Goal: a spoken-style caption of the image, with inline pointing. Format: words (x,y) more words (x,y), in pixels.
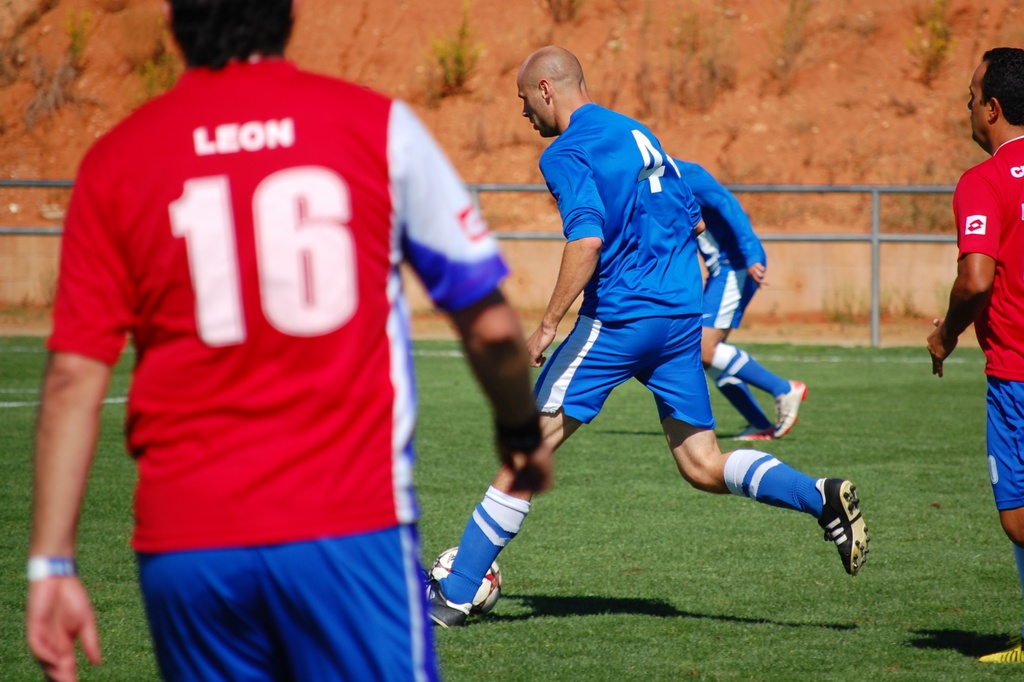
In the middle of the image (540,332) a man (712,421) is running. Bottom of the image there is a ball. Top right side of the image (966,104) there is a hill (924,134). Bottom of the image (849,458) there is grass (654,438). Right side of the image (1013,322) there is a man (1013,322). Left side of the image (109,160) there is a man (276,10). Behind them there is a fencing (11,182).
